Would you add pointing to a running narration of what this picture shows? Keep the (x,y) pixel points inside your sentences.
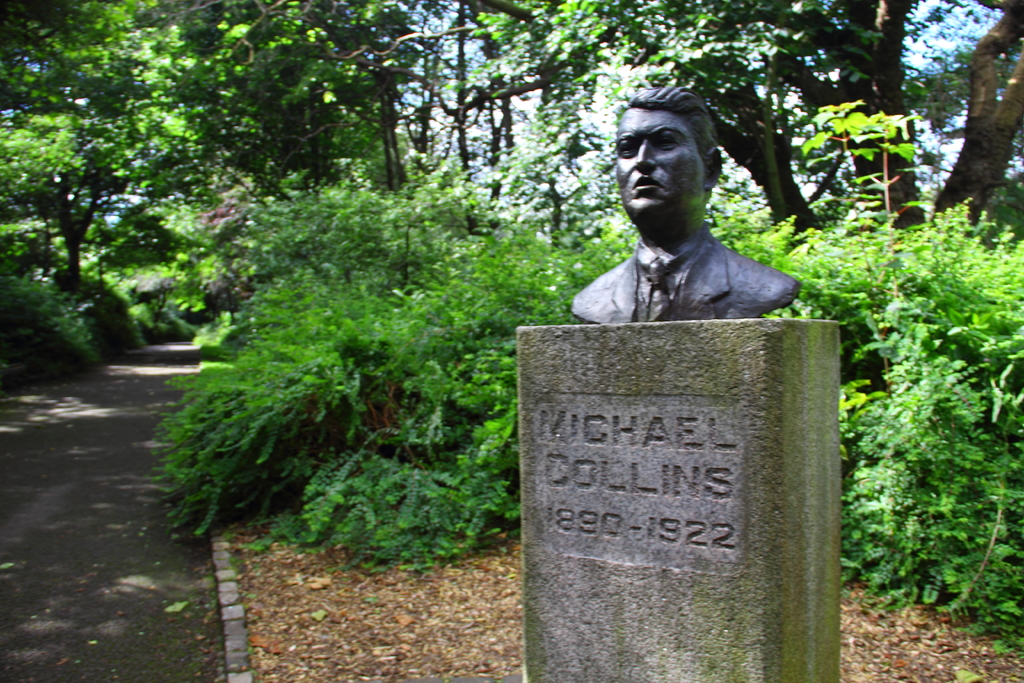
In this image, we can see a sculpture (711,256) on the pillar (721,460). Here we can see some text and numerical numbers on the pillar (678,471). Background (182,431) we can see so many trees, plants (217,446) and road (129,501).
